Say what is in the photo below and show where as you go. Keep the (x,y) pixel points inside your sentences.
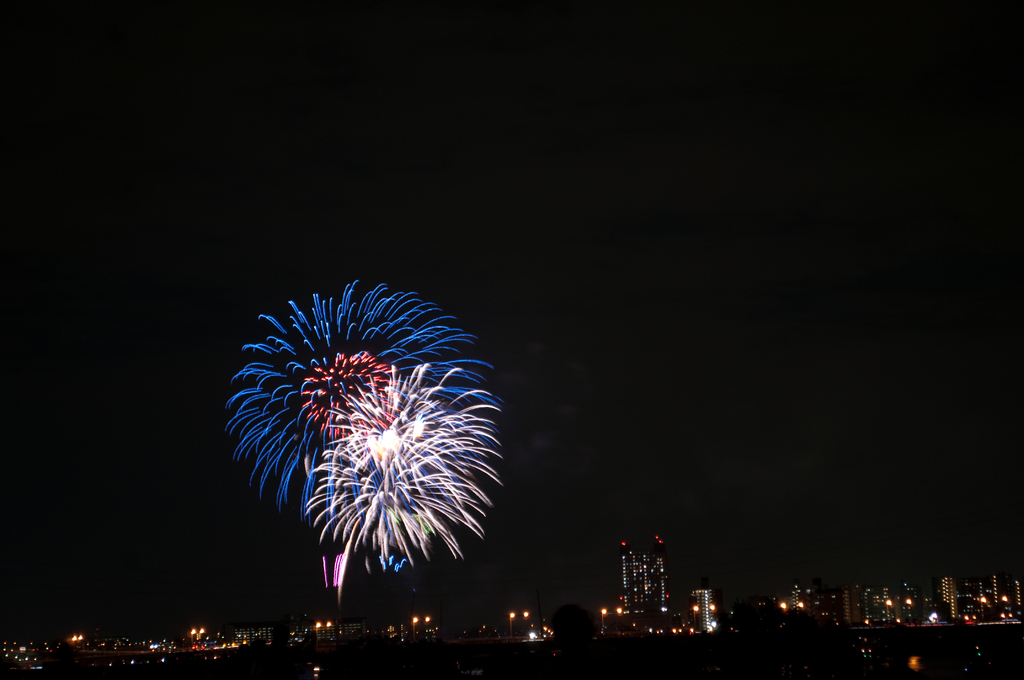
This image is taken in the nighttime. There are so many buildings (841,593) at the bottom (658,581). There are lights (625,576) in the buildings (857,608). On the left (324,487) there are sparkles (450,419) of different colors.
